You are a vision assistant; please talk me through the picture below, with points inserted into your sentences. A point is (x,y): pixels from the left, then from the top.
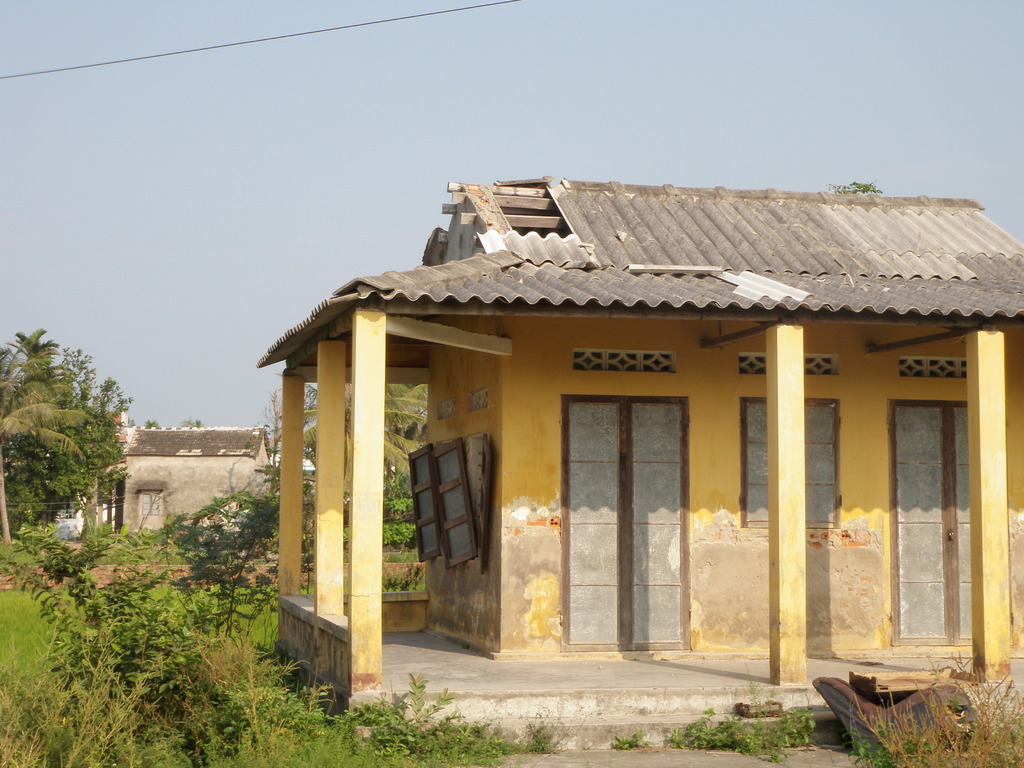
Here in this picture we can see a house (511,398) present on the ground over there and we can see doors (636,529) and windows (445,464) and pillars (981,418) of it over there and on the ground (294,718) we can see grass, plants (153,606) and trees (198,550) present over there and in the far also we can see a house (183,466) present over there and we can see the sky (244,300) is clear over there.
